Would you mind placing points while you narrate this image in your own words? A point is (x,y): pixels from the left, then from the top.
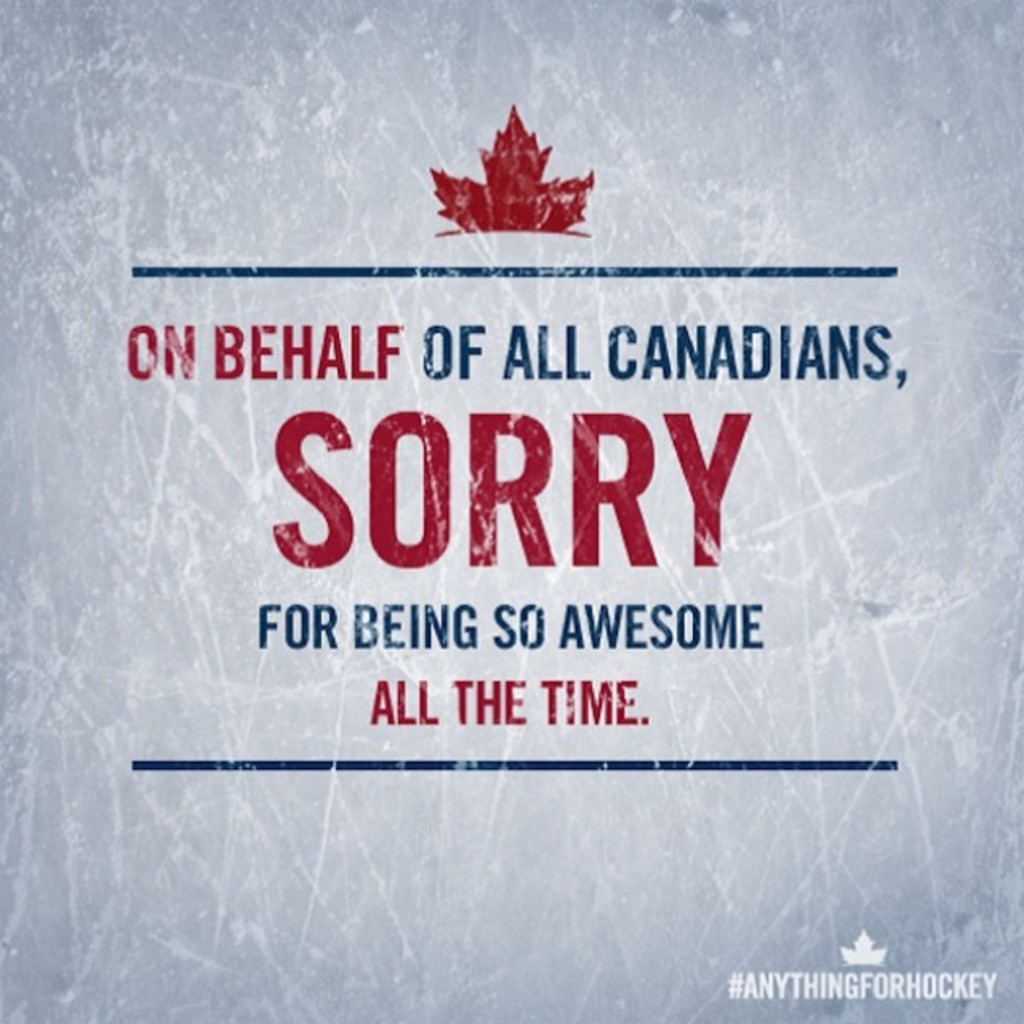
In this image, we can see a poster (718,566), we can see some text (470,485) written on it.
